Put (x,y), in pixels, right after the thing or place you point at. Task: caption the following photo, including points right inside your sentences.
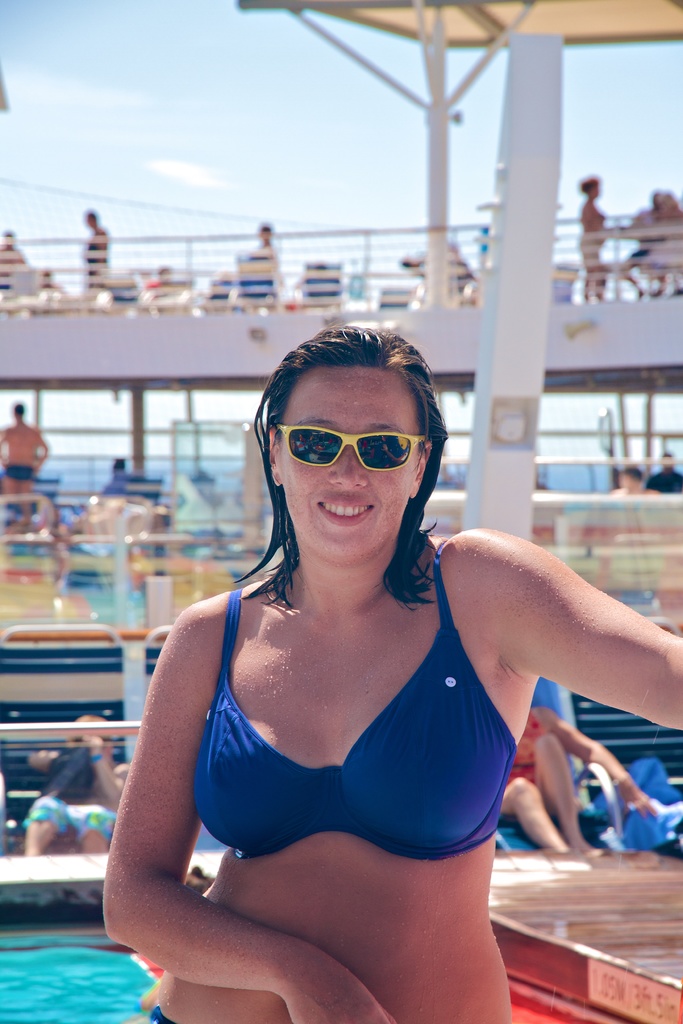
In this picture I can see a woman (401,591) smiling, there are group of people (49,524) sitting and standing, there are some objects (22,579), there is water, and in the background (311,149) there is sky (136,181).
